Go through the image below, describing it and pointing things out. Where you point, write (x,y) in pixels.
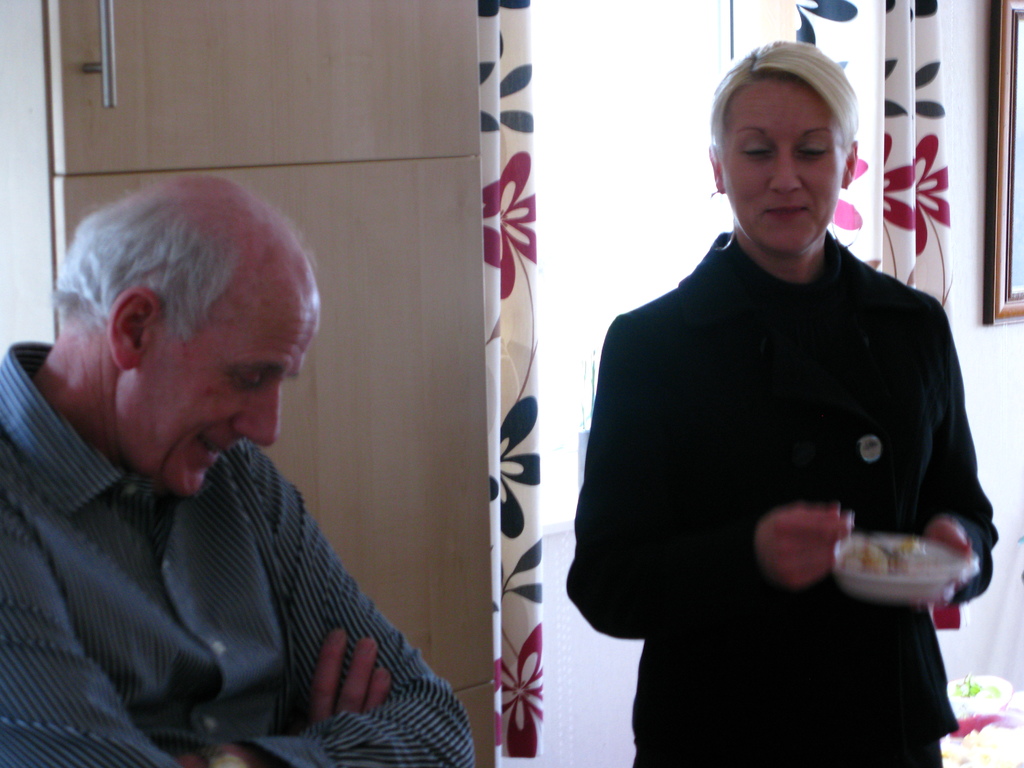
In this image I can see two persons (136,623), on the right side (748,517) person (621,570) she holding a bowl (963,579) and she wearing a black color suit (639,413), in the background (511,231) I can see wooden door (389,141) and colorful curtain (518,125) and a photo frame (1008,283) attached to the wall (963,245).
